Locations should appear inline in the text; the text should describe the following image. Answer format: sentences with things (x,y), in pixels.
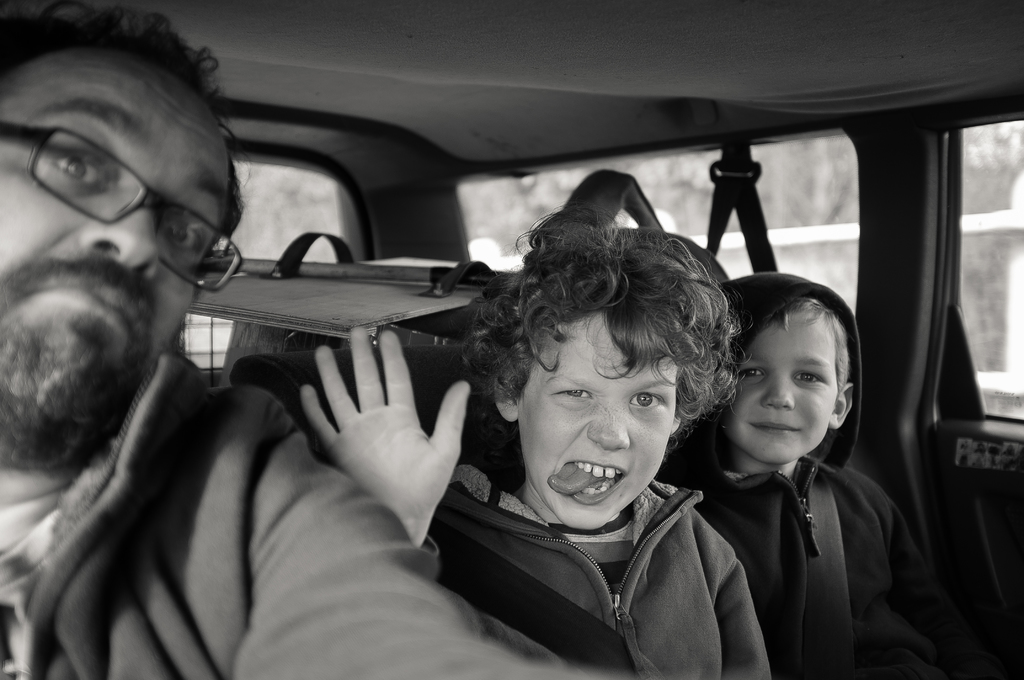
This is a black and white picture. In this picture we can see three persons (391,504) sitting inside a vehicle (601,132) and giving a pose to the camera. This man (141,251) wore spectacles (159,234).
